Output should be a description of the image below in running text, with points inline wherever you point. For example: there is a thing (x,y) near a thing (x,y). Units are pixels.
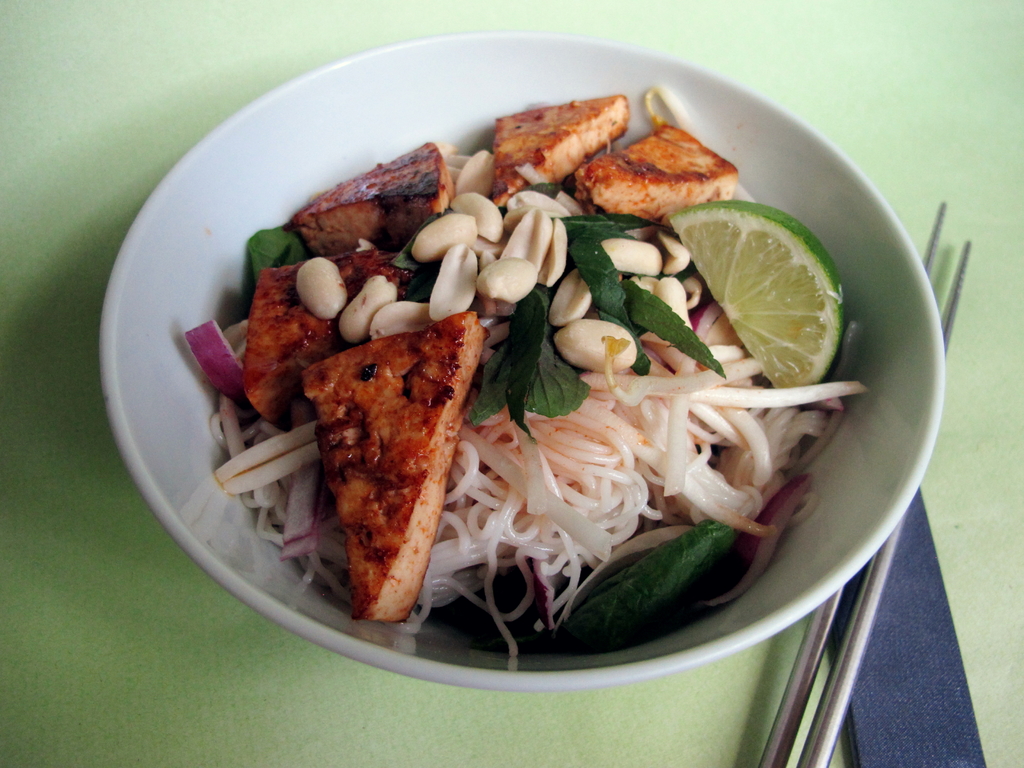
Here I can see a table (116,637) on which a white color bowl (144,447) and two chopsticks (814,659) are placed. In the bowl (274,377) I can see some food items (519,355) like tofu slices (669,201), noodles (606,438), lemon (752,273), peanuts (530,273) and leaves (537,342).
